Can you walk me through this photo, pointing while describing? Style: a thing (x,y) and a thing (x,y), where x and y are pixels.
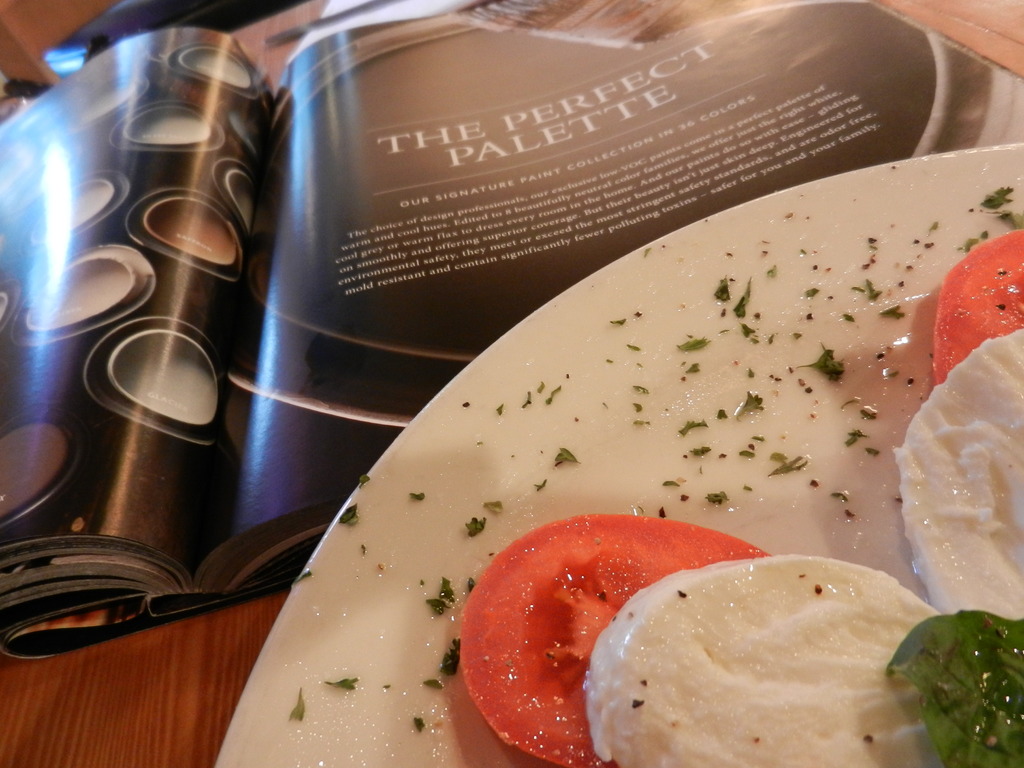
In this image we can see a plate (528,493) with some food (696,540) and a book (238,79) on the table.
